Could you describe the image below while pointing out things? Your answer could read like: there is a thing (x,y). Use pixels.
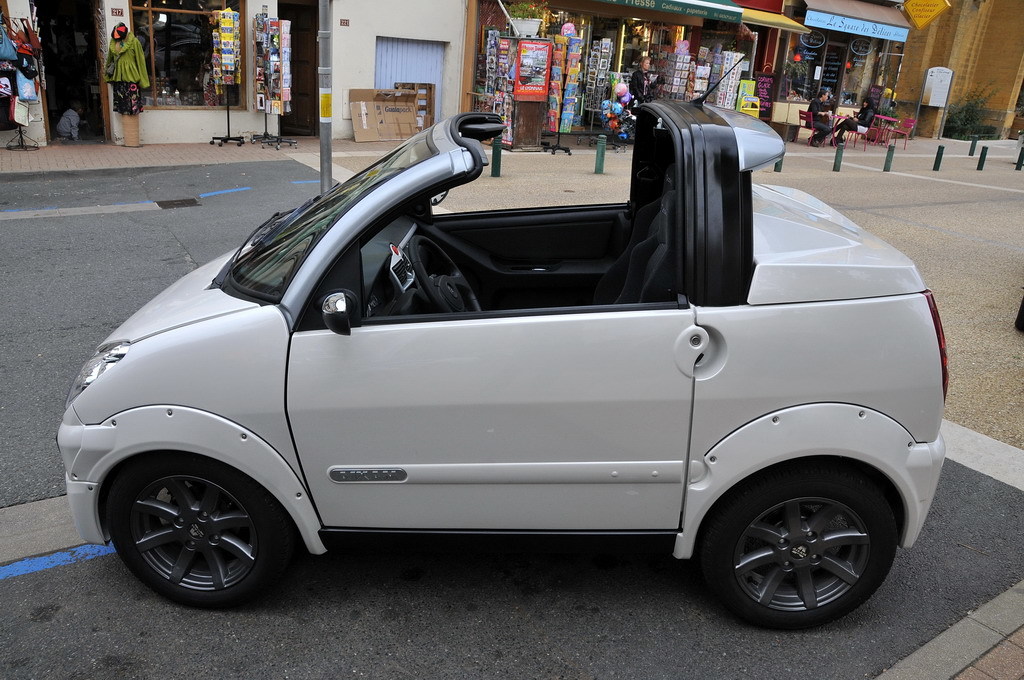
In the foreground (213,321) I can see a car (199,380) on the road (8,469). In the background (208,128) I can see a fence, shops (622,79), houseplants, wall (462,64), boards (948,81) and a group of people (823,127) are sitting on the chairs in front of the table (836,124). This image is taken during a day.
